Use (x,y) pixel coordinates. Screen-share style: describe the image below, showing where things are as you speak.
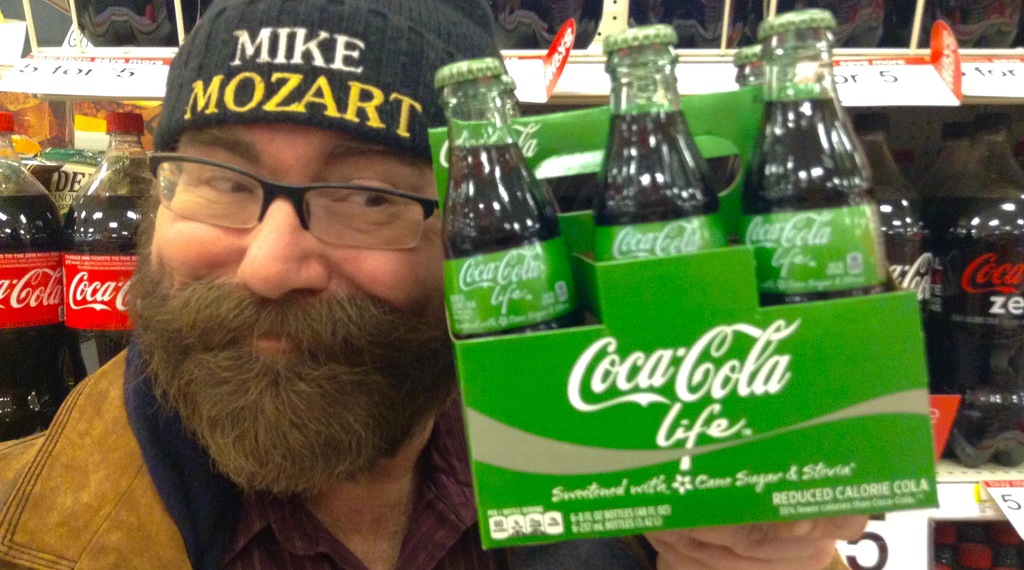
This picture shows a man (333,352) holding bunch of coca cola bottles (624,218) here, this man (388,228) is wearing a cap (378,87) and spectacles (290,188), in the background (114,198) we can see some of the bottles (87,205) are placed in a rack (80,184).
